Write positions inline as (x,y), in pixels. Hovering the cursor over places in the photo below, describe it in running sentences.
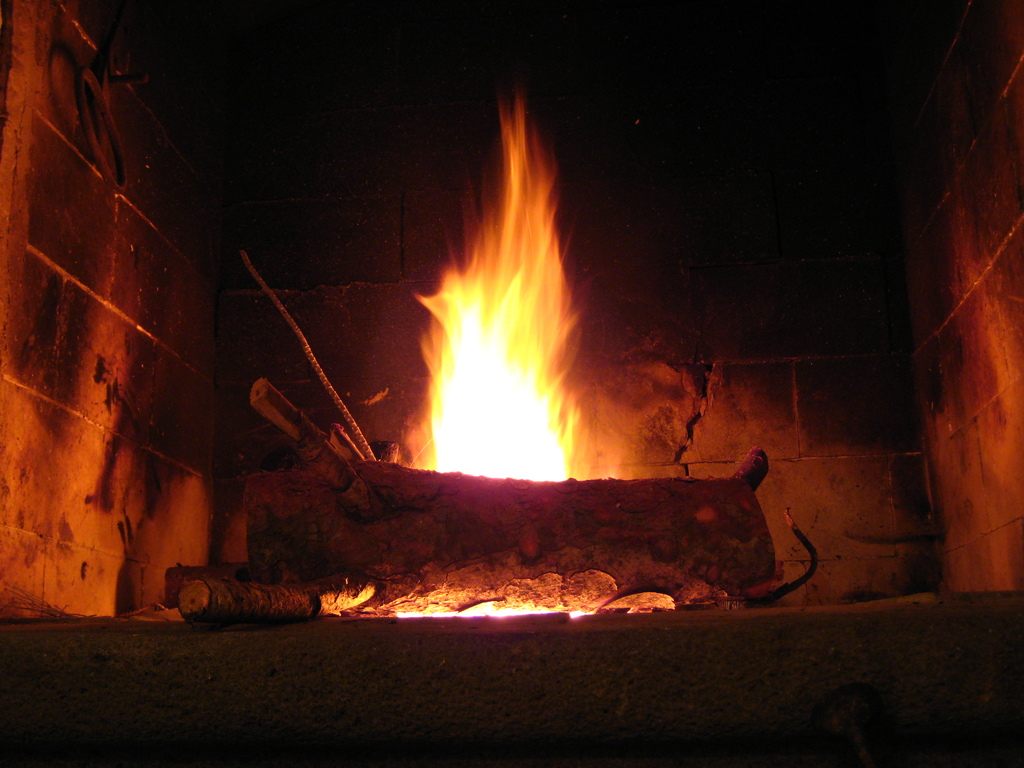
In the center of the image (538,370), we can see a fireplace (499,358) and there are logs (259,537). In the background (770,371), there is a wall (813,464).
